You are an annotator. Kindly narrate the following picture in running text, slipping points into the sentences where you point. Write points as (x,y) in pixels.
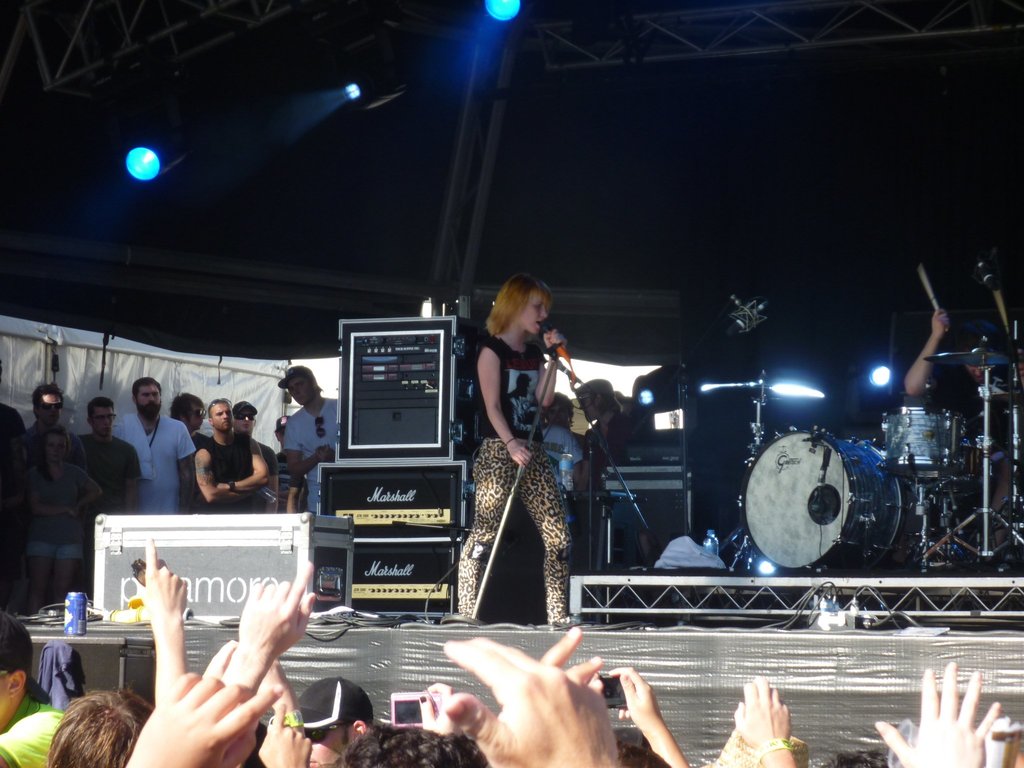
In this image there are two persons (514,315) on the stage (736,598), there are drums (770,486), cymbals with the cymbal stand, and there are speakers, mikes (978,270) with the mikes stands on the stage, and there are focus lights (148,169), lighting truss (502,87), and there are group of people (758,711) standing.
